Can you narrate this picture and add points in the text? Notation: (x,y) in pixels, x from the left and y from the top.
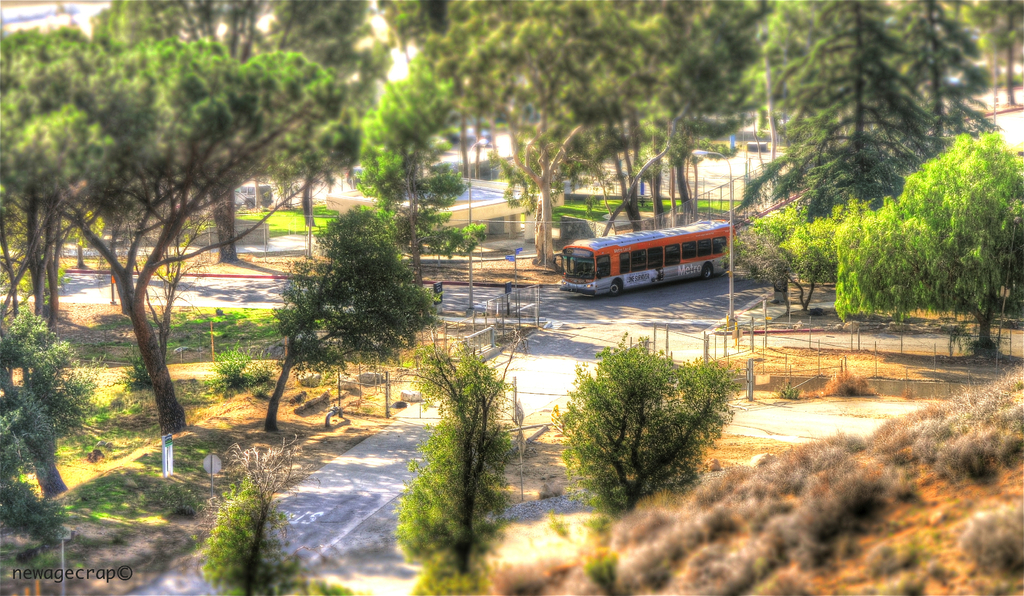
In this picture, we can see a road (526,384), vehicle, ground (79,493) with grass (151,461), plants (233,493), trees (50,479), poles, fencing (690,332), boards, buildings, and the sky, we can see some watermark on bottom left side of the picture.
